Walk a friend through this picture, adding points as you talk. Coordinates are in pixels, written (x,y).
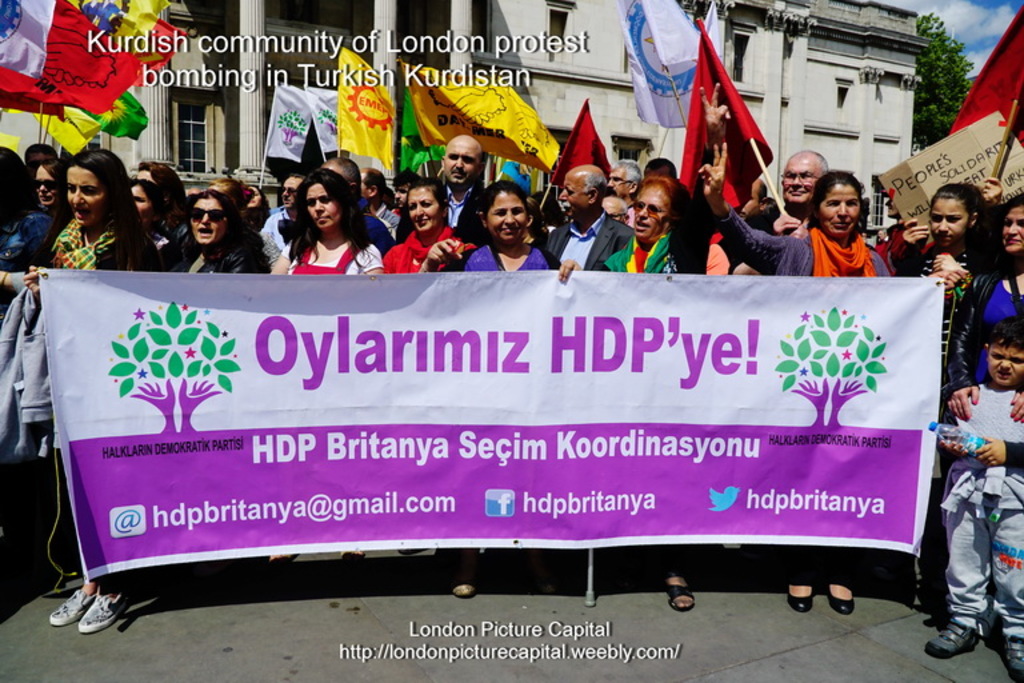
In this image, we can see a group of people (727,221) holding a banner (148,332) and some flags (306,91) In front of the building (594,33).
